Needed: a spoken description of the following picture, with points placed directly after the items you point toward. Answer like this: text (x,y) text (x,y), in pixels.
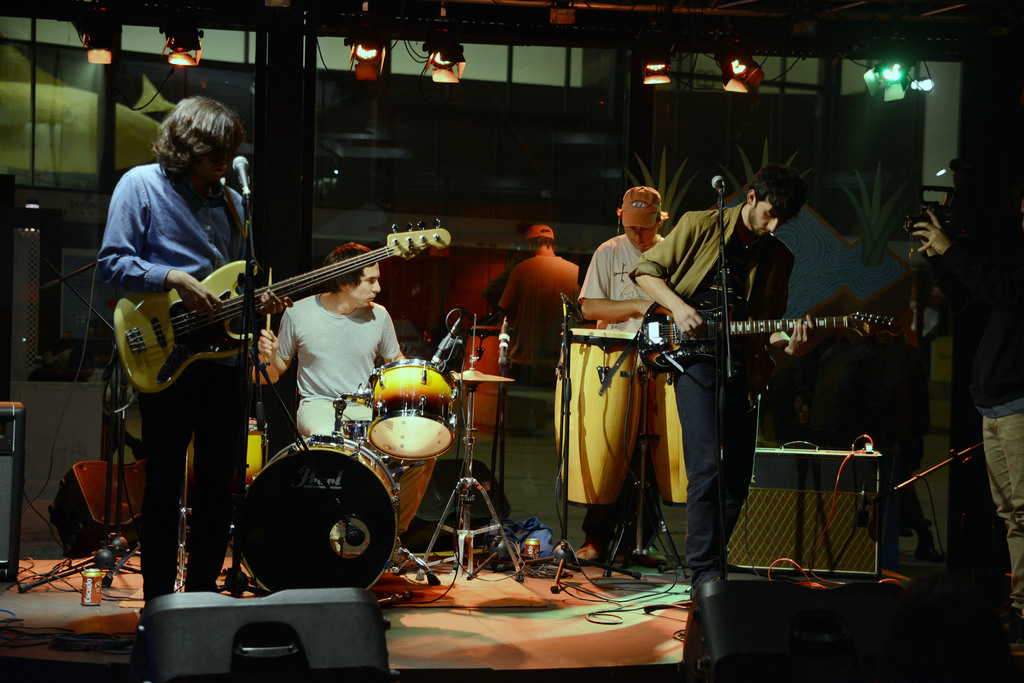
In this image I can see few people (363,321) standing and playing some musical instruments (167,364) on the stage (462,630). In front of these people (235,242) I can see two mike stands (722,263). On the right side (968,293) a person (968,248) is standing and holding a camera (948,202) in the hands (925,218). On the stage (413,611), I can see few wires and speakers (169,608). At the top of the image (98,56) there are some lights (362,41) attached to a metal rod (429,22).
